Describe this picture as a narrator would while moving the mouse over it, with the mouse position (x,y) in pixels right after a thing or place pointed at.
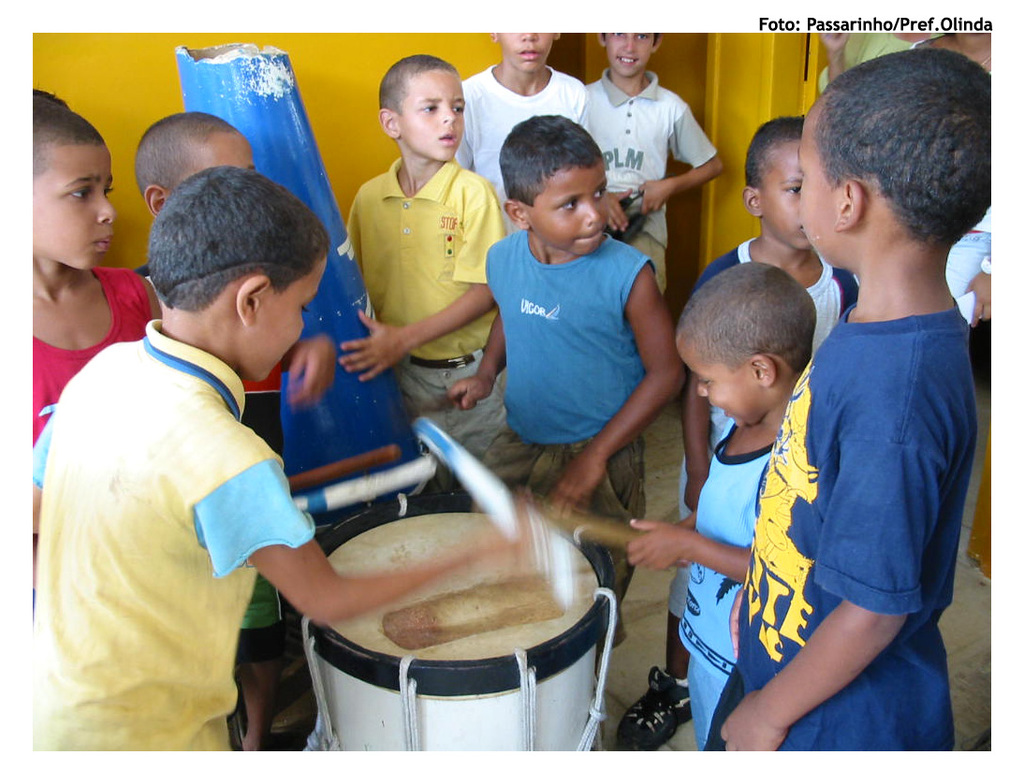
In the given image we can see there are many children's (437,276) standing. This is a musical instrument (483,630).
